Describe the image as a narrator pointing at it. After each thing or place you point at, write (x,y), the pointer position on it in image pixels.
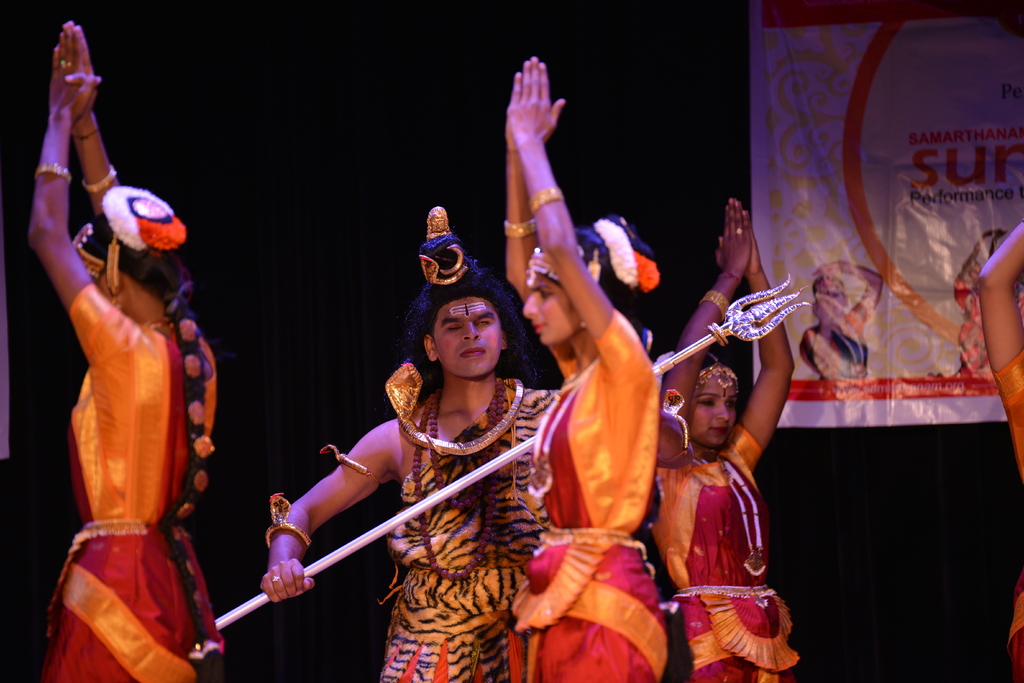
In this image we can see four persons (561,359) and one of them is holding a trident (738,335). On the right side of the image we can see hand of a person (1023,334). There is a dark background (931,660) and we can see a banner (890,408).
